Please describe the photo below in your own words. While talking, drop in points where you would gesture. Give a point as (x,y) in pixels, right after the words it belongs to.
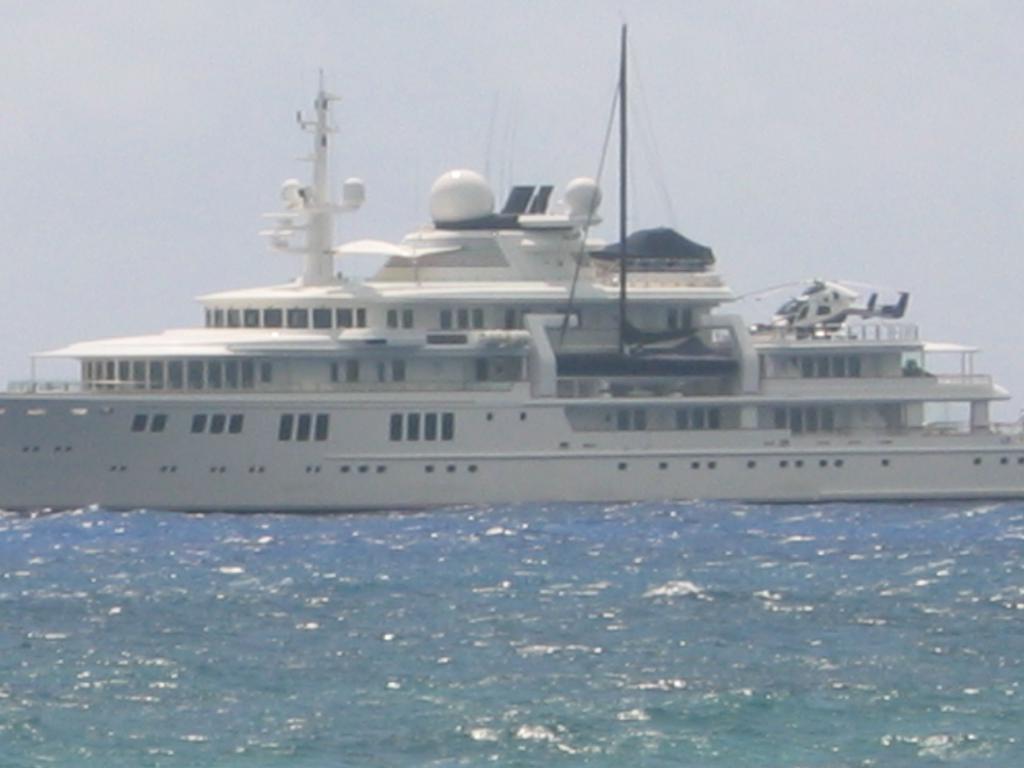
In this image I can see a ship (471,474) on the water (326,649). At the top of the image (215,129) I can see the sky (106,174).
